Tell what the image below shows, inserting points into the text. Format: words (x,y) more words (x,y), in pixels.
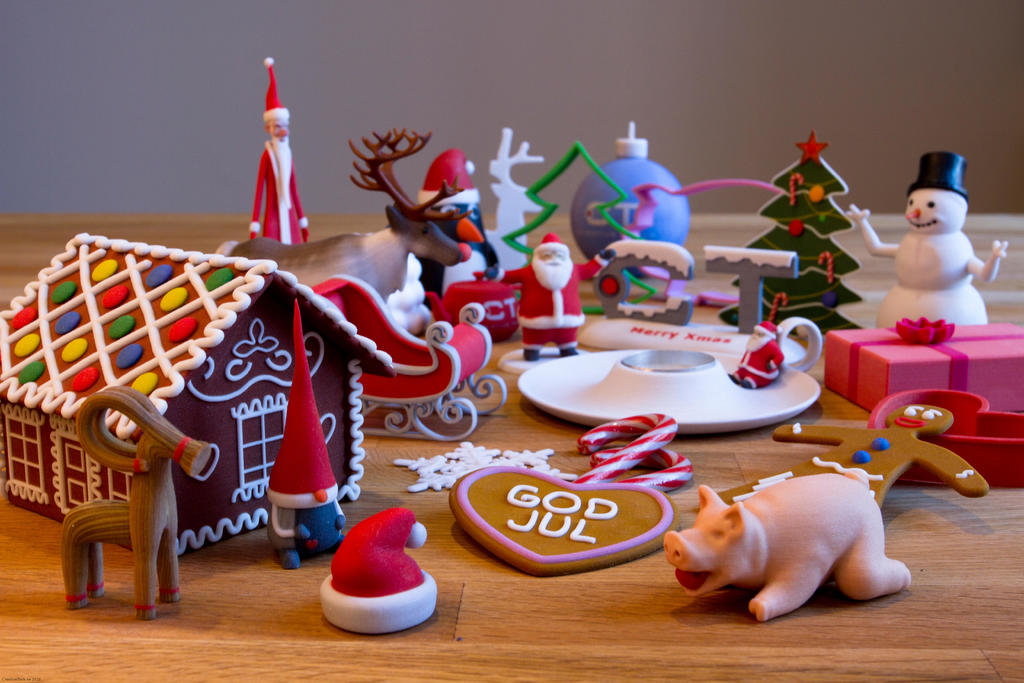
In this image i can see a toy house (276,388), a pig (776,561), a plate (733,425), a tree (793,236), on a table (559,576).
